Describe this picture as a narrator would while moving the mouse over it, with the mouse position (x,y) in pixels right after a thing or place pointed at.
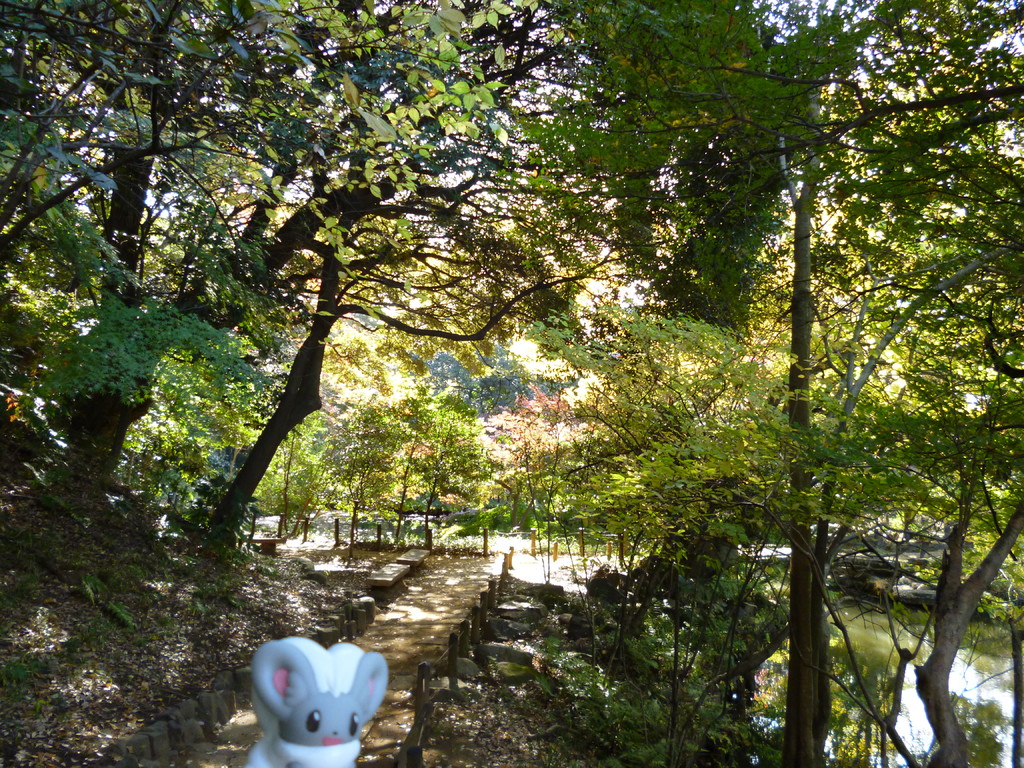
In the foreground of this picture (314,743) we can see a toy (317,724) and we can see an alley (442,625), plants (624,679), trees (810,657) and a water body (985,674). In the background (379,474) we can see the trees (563,443), rocks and some other items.
